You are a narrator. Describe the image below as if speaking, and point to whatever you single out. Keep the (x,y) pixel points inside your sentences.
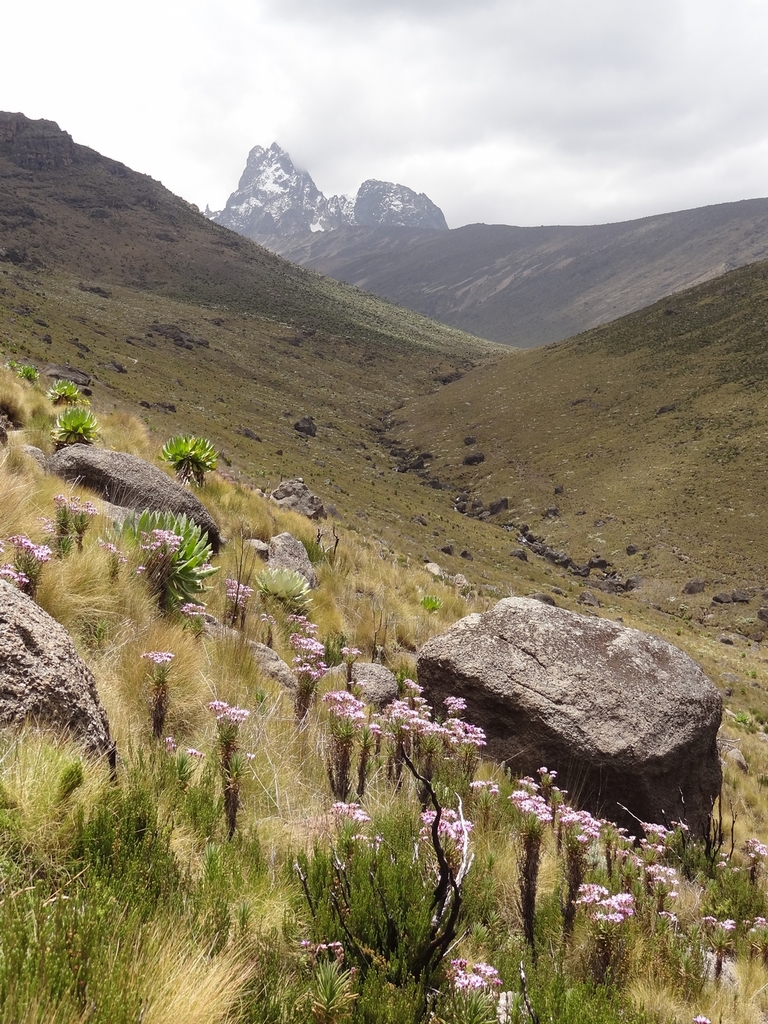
In the foreground (645,1003) there are flowers (361,719), plants (361,719), stones (5,609) and grass (88,796). In the middle of the picture (338,437) there are hills (324,254) and mountain (246,169). At the top (290,51) there is sky (380,61).
